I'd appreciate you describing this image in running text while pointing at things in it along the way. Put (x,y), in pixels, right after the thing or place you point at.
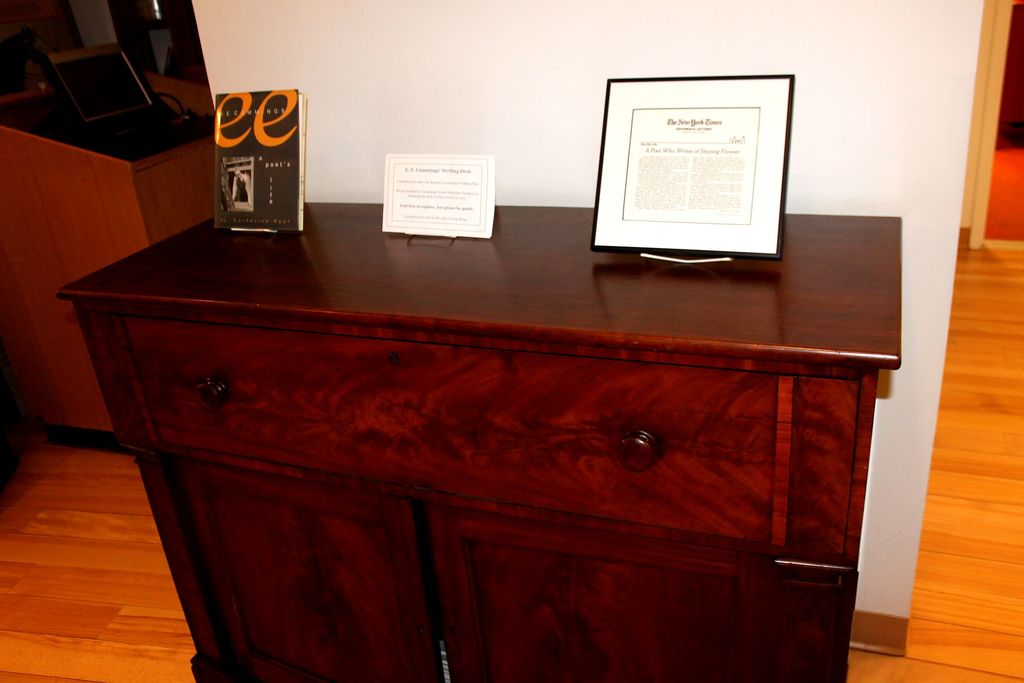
There is a table (232,265) in the image. On table (250,256) there is a book (260,204), a paper (461,183), a frame (651,128). In the background (646,26) there is a white color wall (602,33) on left side (189,129) there is a podium (149,153) on top of the podium (131,188) there is a laptop (96,90).
